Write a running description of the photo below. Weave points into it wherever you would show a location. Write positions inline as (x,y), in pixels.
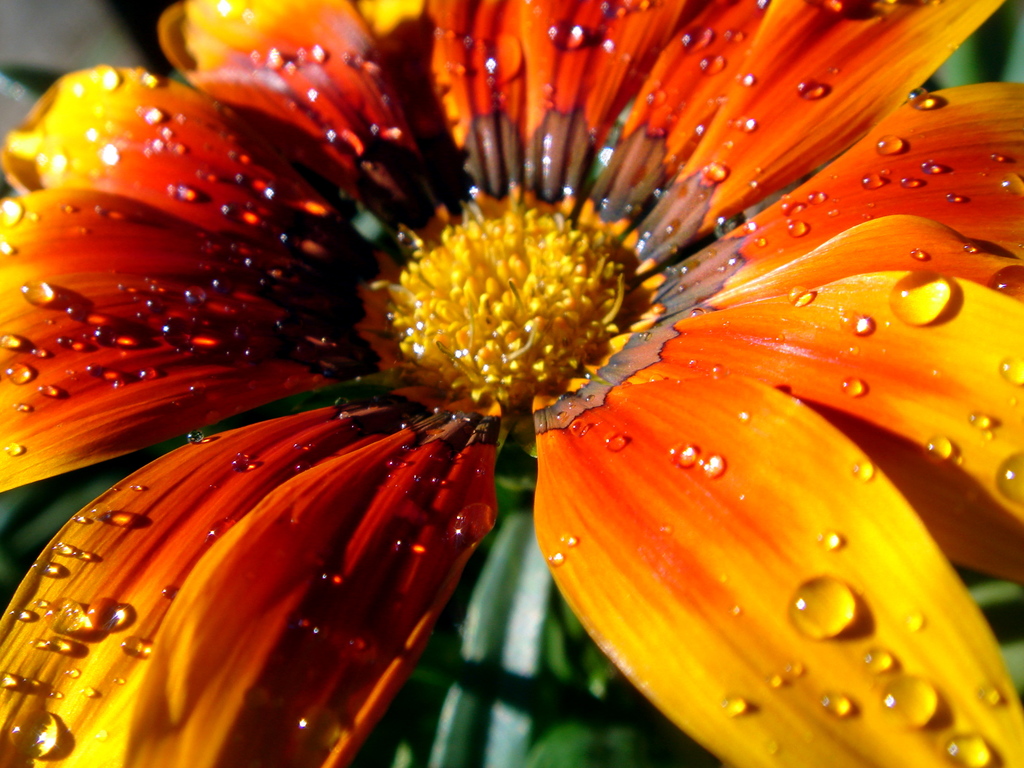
In this picture we can see a flower (644,603) with water droplets (104,333) on it and in the background (63,514) we can see leaves (40,483).
